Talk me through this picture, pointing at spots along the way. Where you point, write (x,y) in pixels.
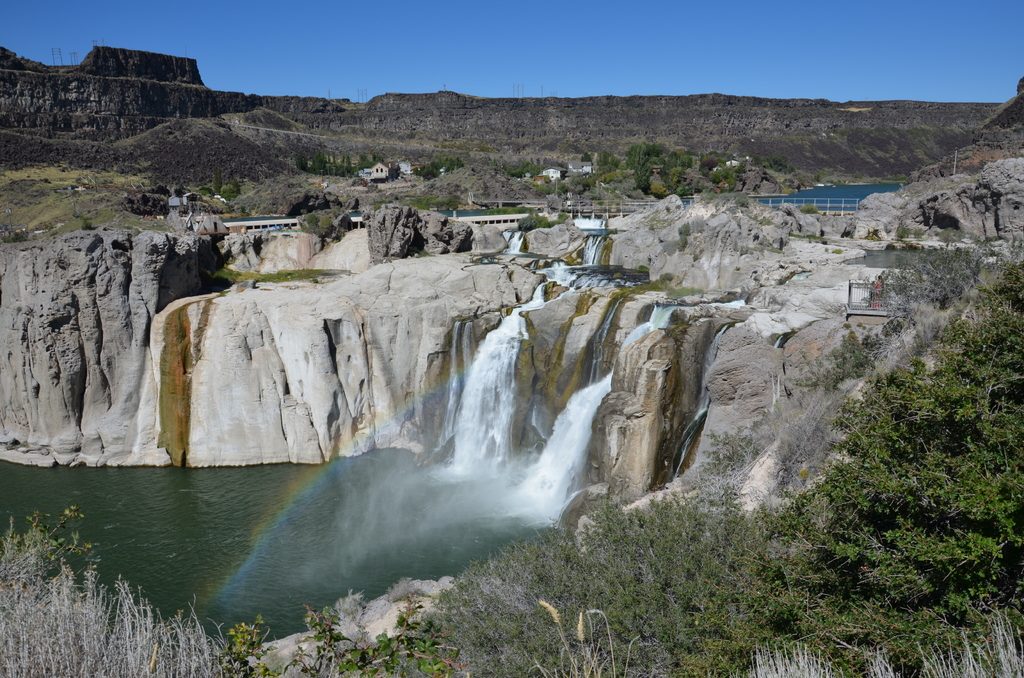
There is a water (510,317) from the mountain (624,384) into the water pond (255,532). On the right side (888,571), there are trees (805,572). In the background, there are mountains (749,105) and there is blue sky (462,44).
